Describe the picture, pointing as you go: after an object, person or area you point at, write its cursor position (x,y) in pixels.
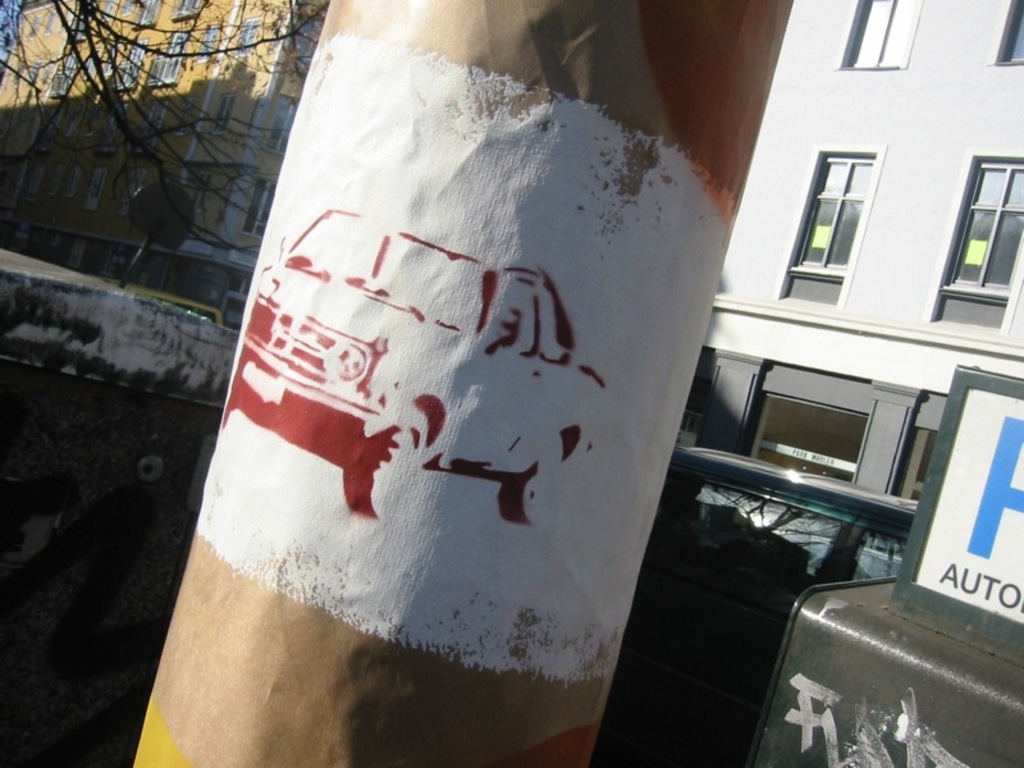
Here there is a car drawing (445,368) on a pillar (485,361). In the background (84,217) there are buildings (31,208), windows (290,118), bare tree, vehicles (665,603) and on the right side (912,547) at the bottom corner (874,601) there is an object (1014,468).
